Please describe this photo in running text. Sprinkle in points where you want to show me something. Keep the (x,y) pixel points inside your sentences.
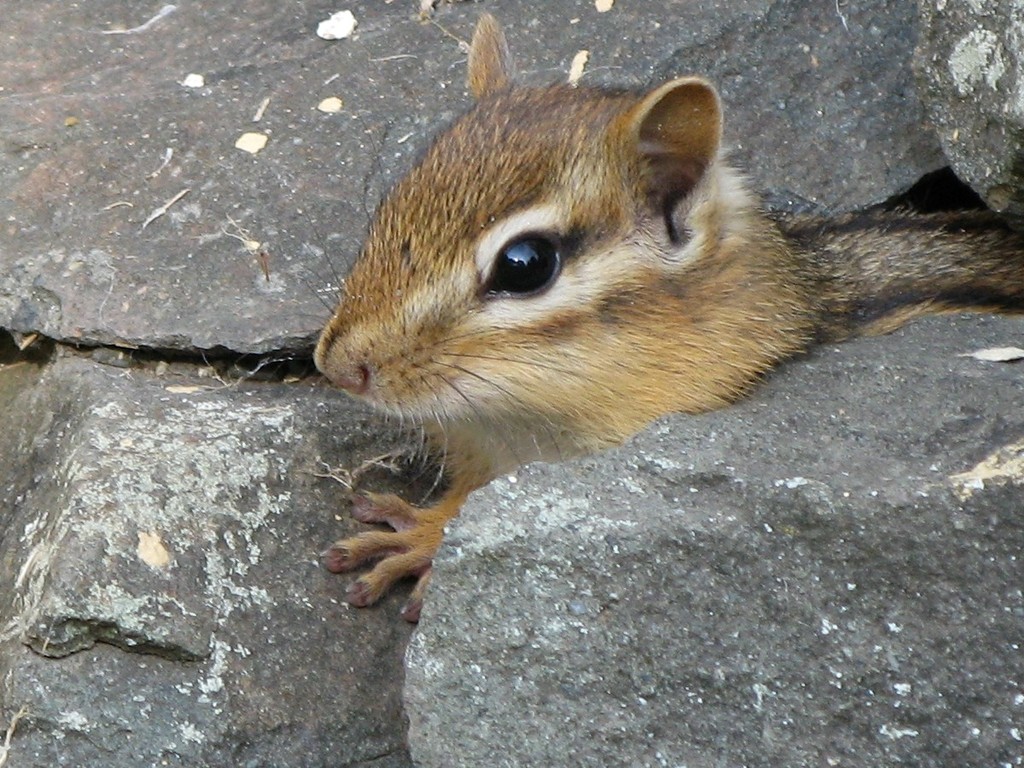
In the image we can see a chipmunk (699,312), light brown, white and black in color. These are the stones (191,328).
